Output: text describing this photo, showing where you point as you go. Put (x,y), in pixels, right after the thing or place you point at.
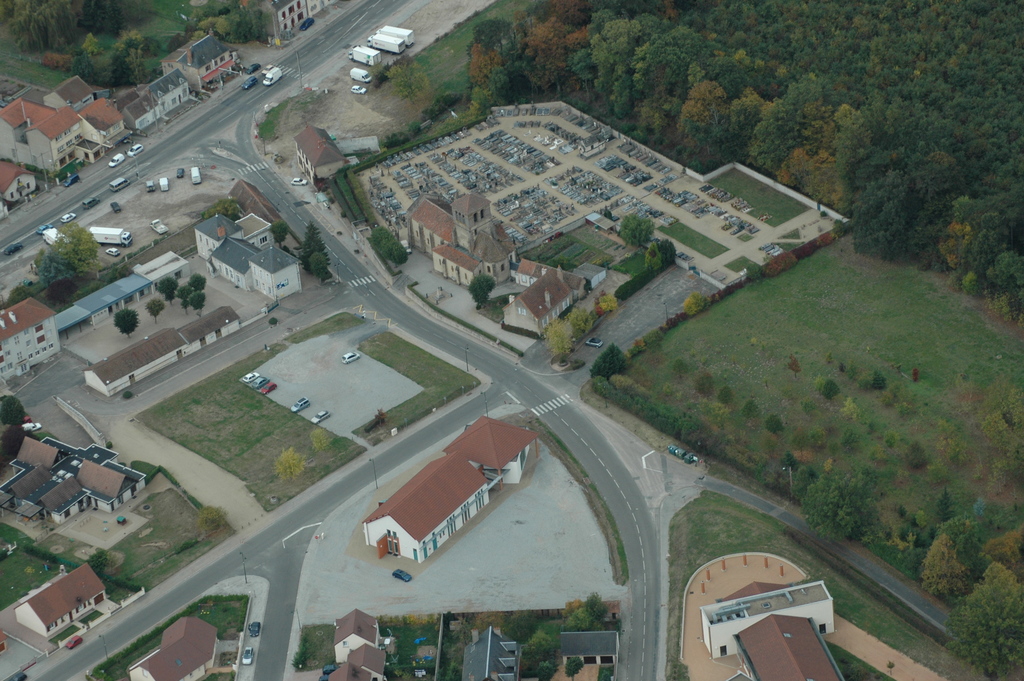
In this image we can some houses (240,279), vehicles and trees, among them some vehicles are parked at the center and some vehicles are parked at the side of the road (295,69).
